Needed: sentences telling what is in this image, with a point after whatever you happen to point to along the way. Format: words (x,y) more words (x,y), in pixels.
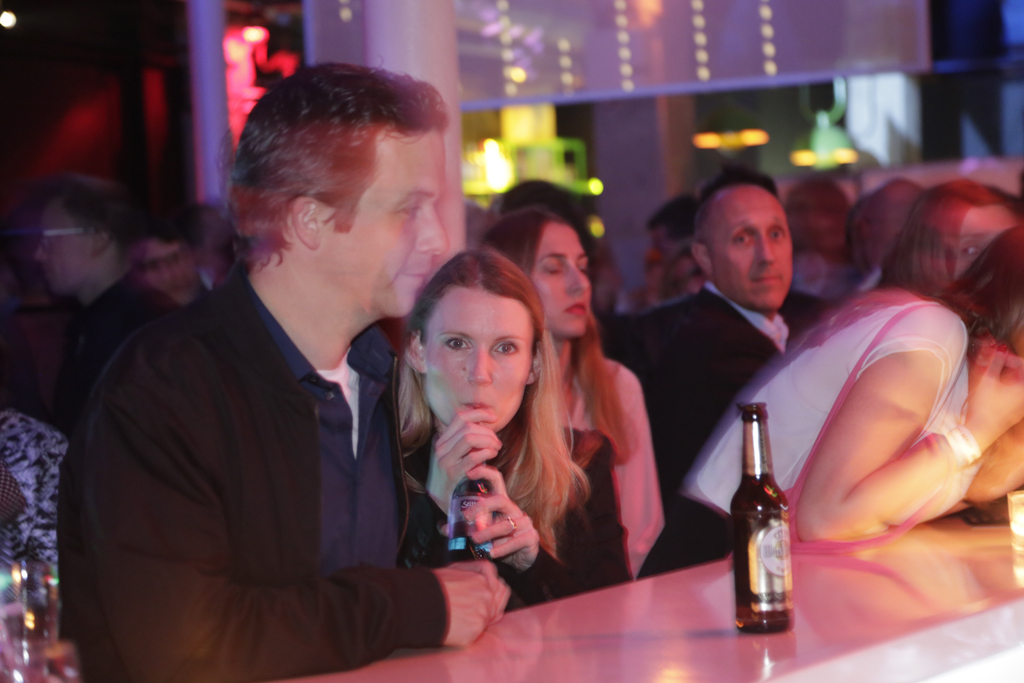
In this image we can see a few people (572,372) standing, in front of them there is a table (562,680), on the table (835,664) we can see a bottle (743,528), glass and other objects (975,511), in the background (595,90) we can see the poles (413,26) and lights (248,68).
